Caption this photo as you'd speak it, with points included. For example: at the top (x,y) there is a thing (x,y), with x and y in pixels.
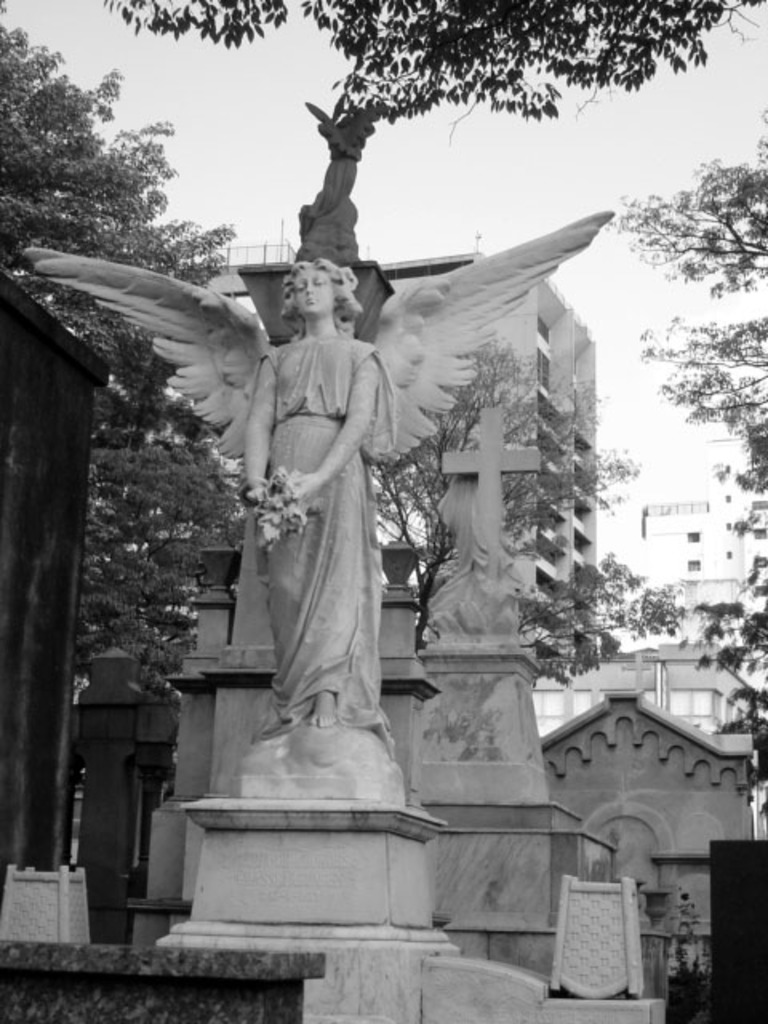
In this image we can see a statue (271,391) of a person (277,424) with wings (393,340) and is holding a bouquet (271,497). In the back (491,471) there is a cross (489,534). Also there is a statue (467,577) on pedestal (472,676). In the background (516,532) there are trees (184,496) and buildings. And there is sky (465,176).
